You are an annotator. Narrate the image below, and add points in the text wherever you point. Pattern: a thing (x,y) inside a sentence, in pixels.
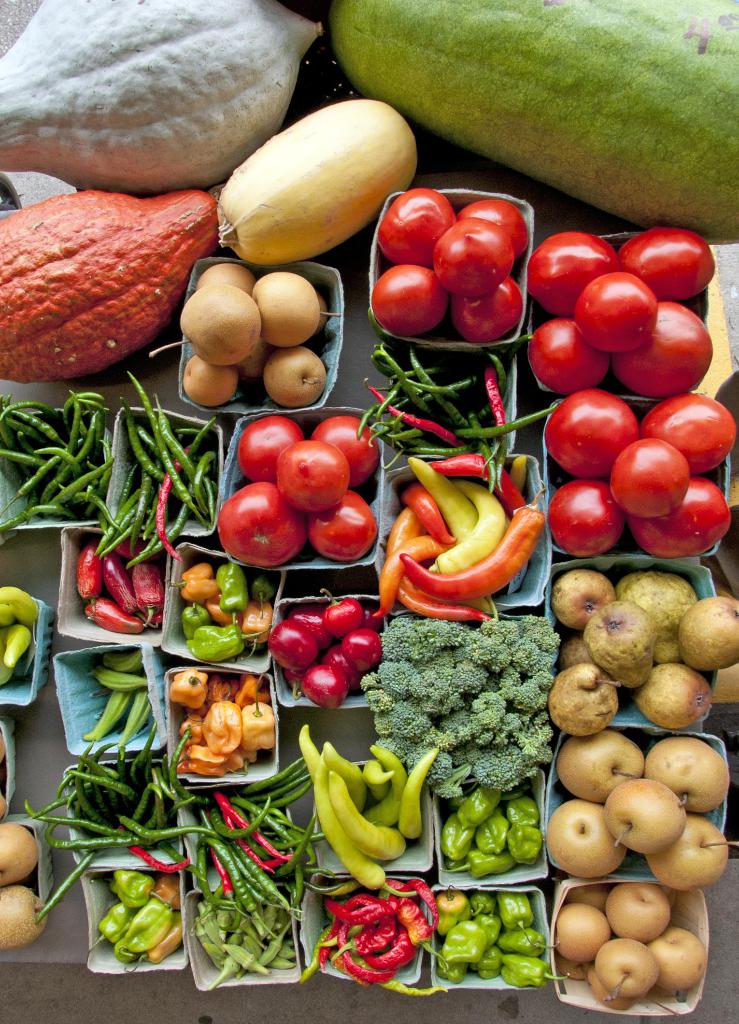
In this image there are vegetables (400,890) in the boxes (460,873), there are boxes (32,659) on a table (43,760), there are vegetables (227,54) truncated towards the top of the image (249,53), there are vegetables (127,229) truncated towards the left of the image (25,616), there is a table (80,918) truncated towards the left of the image (37,942).
